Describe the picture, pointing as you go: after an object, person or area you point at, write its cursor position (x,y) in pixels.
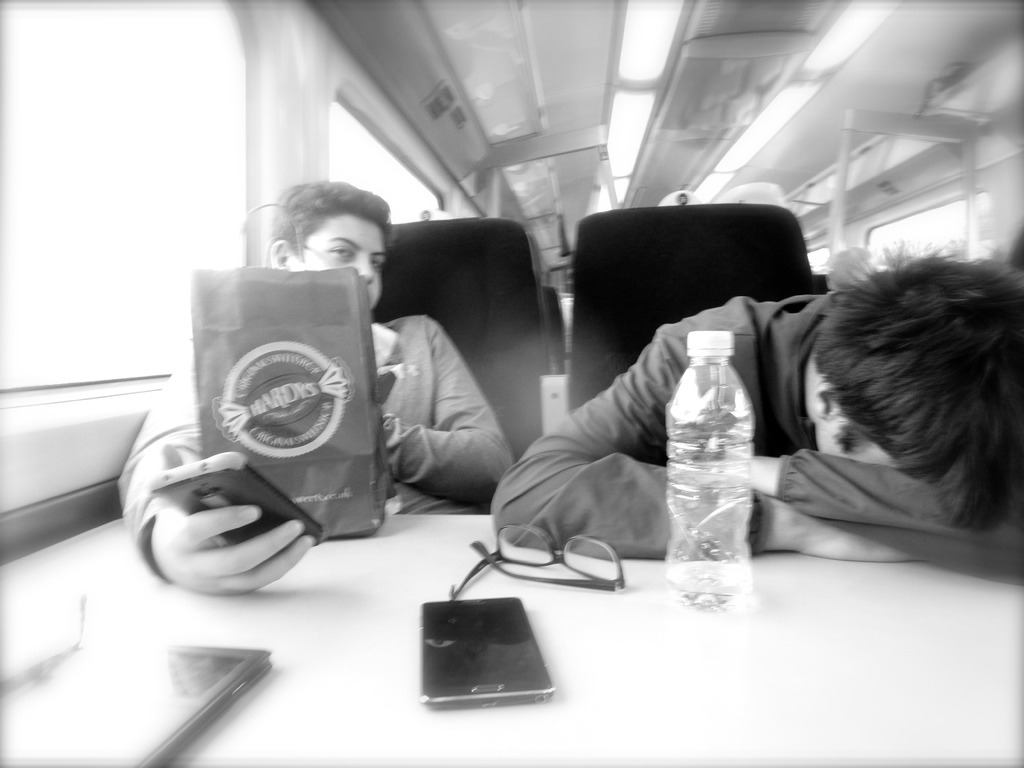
There are two man (875,484) sitting on a chairs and one man (956,420) lying on table (779,597) and other man (390,433) is holding a packet of snacks (334,417) and a phone (266,488) on his hand (297,528). There is water bottle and cell phone (427,700) and spectacles (585,563) on a table (744,614).
